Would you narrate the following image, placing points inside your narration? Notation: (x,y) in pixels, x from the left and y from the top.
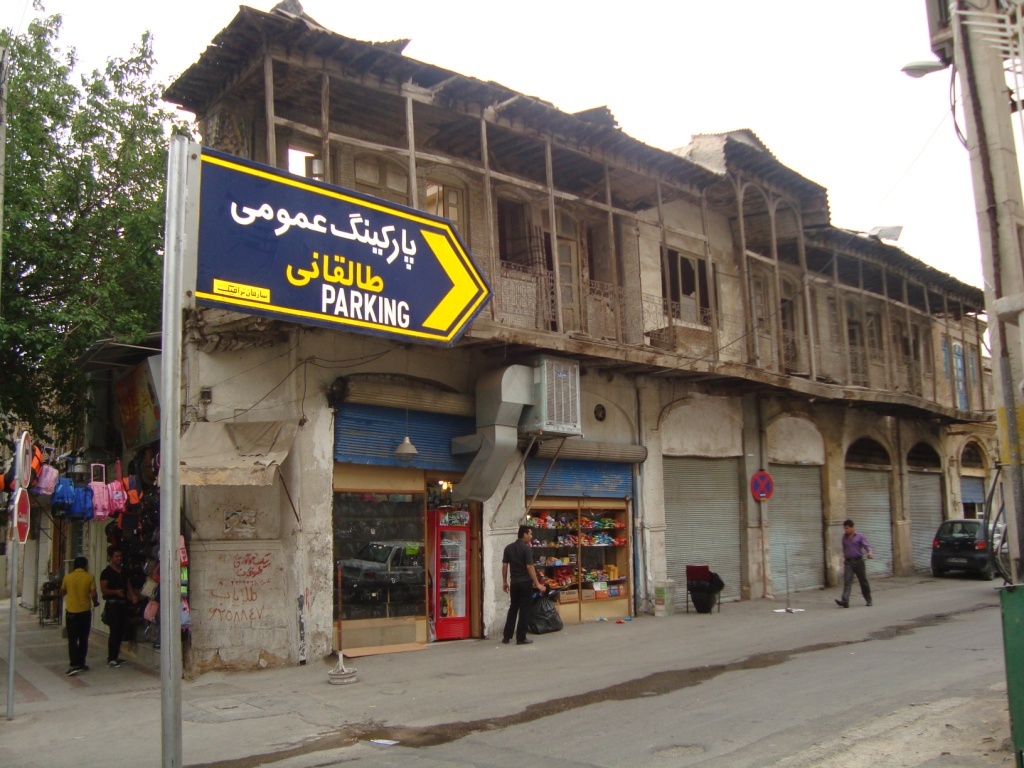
In this image there is sign board (301,260) on that board (325,293) it is written as parking, behind that board (325,293) there is an old building (261,383), there are few shops (809,504) a car (940,558) parked near the shop (799,573), a man (865,580) is walking near the shop (409,636), in the left side (93,225) there are two men (119,620) and a tree (65,208) in the right side (1017,466) there is a pole (1008,276) in the top (593,58) there is sky (503,11).
